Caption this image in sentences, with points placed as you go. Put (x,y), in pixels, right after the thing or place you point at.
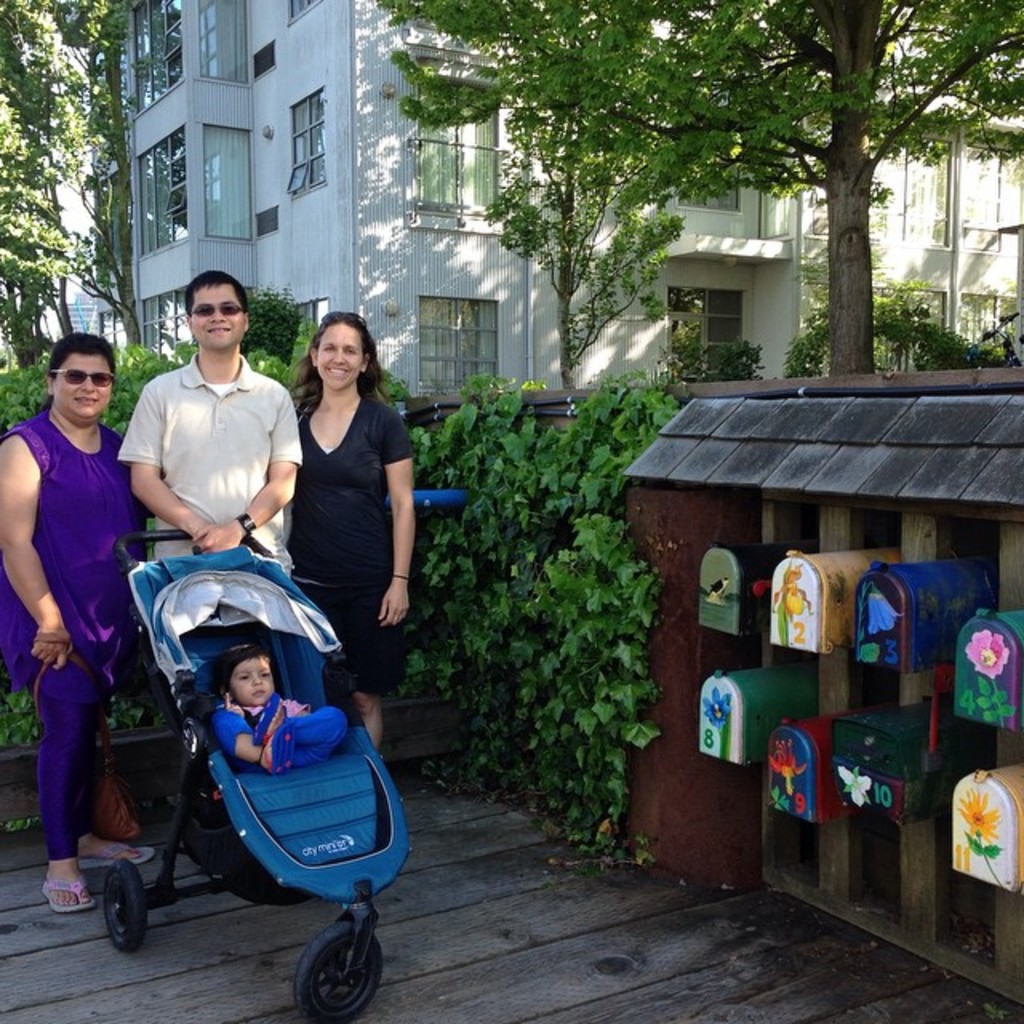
On the left side of the image (84,692) we can see three people (345,599) standing and smiling. We can see a baby (277,753) sitting in the trolley (245,785). On the right (694,504) there is a wall (767,640). In the background (805,305) there are trees (866,218) and a building (424,270).
